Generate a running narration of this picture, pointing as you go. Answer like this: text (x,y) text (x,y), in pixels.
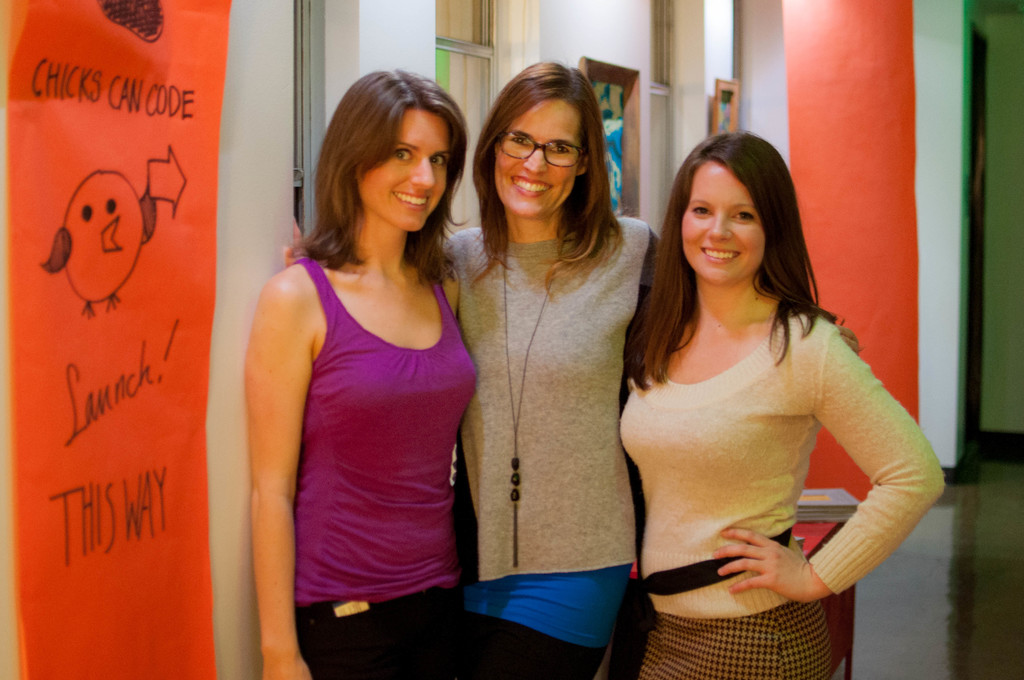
In the middle of the image (441,295), there are three women (395,173) in different color dresses (525,306), smiling and standing. On the left side (150,340), there is an orange color poster (155,227) on the wall (222,152). In the background (848,129), there is an orange color pillar (852,108) and there are photo frames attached to the white wall (635,11).
